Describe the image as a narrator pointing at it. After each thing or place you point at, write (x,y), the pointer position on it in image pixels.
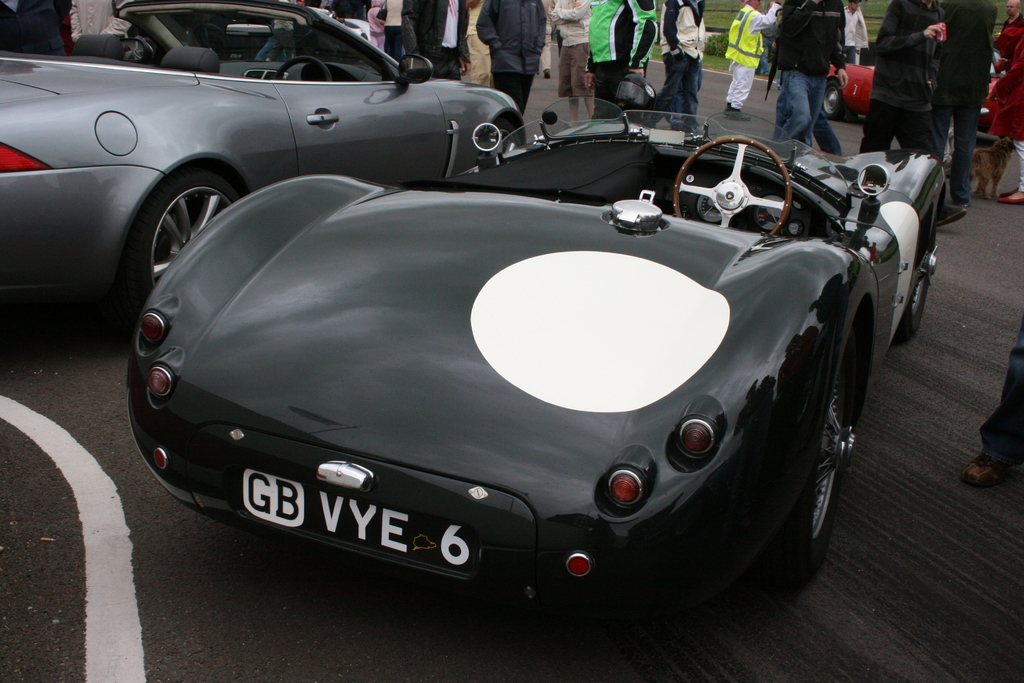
In this image, we can see two cars (189,210) and there are some people (439,61) standing.
